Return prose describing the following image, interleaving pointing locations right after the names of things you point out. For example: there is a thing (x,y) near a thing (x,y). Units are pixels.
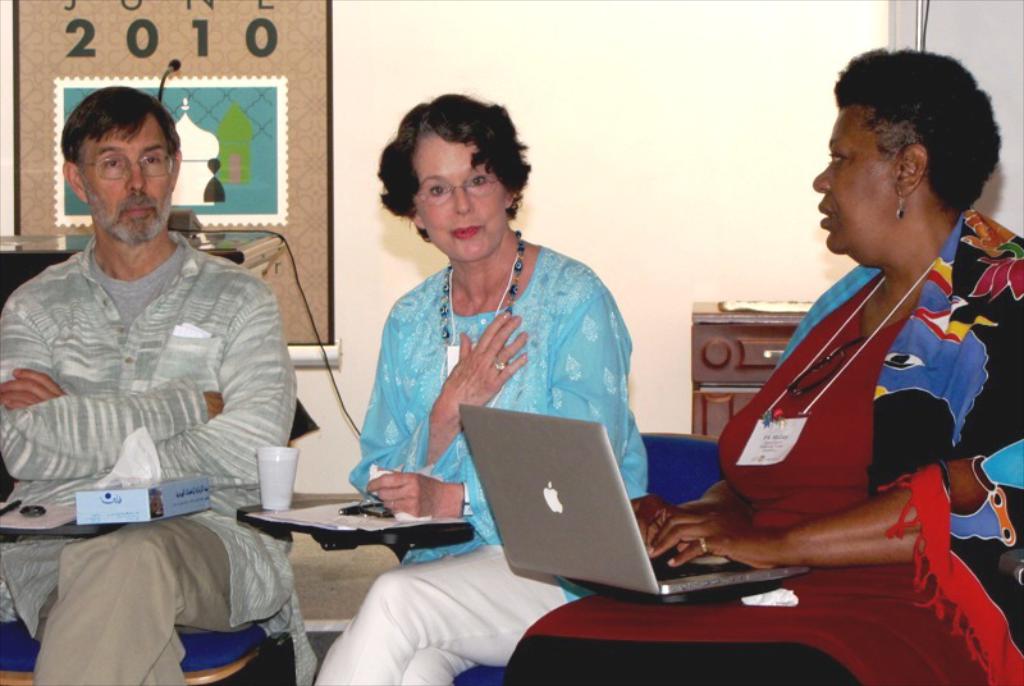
In this image we can see there are three people (633,487) sitting on chairs (686,480) and one placed a laptop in her lap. In the background (668,265) there is a wall (659,237).
